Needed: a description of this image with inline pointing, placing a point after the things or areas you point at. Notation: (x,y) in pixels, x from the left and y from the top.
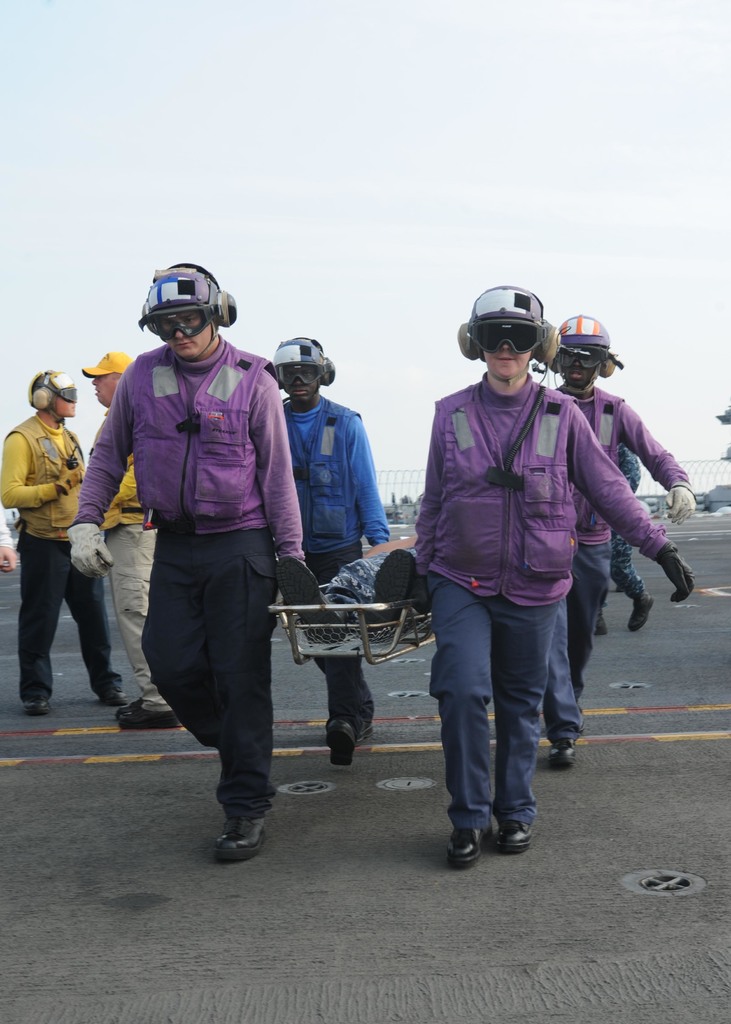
Here is a person (388,570) lying on the stretcher (336,632). I can see four people (451,430) carrying this stretcher (354,608). There are two people (107,395) standing. Here is the road (603,895). This is the sky (437,90).
